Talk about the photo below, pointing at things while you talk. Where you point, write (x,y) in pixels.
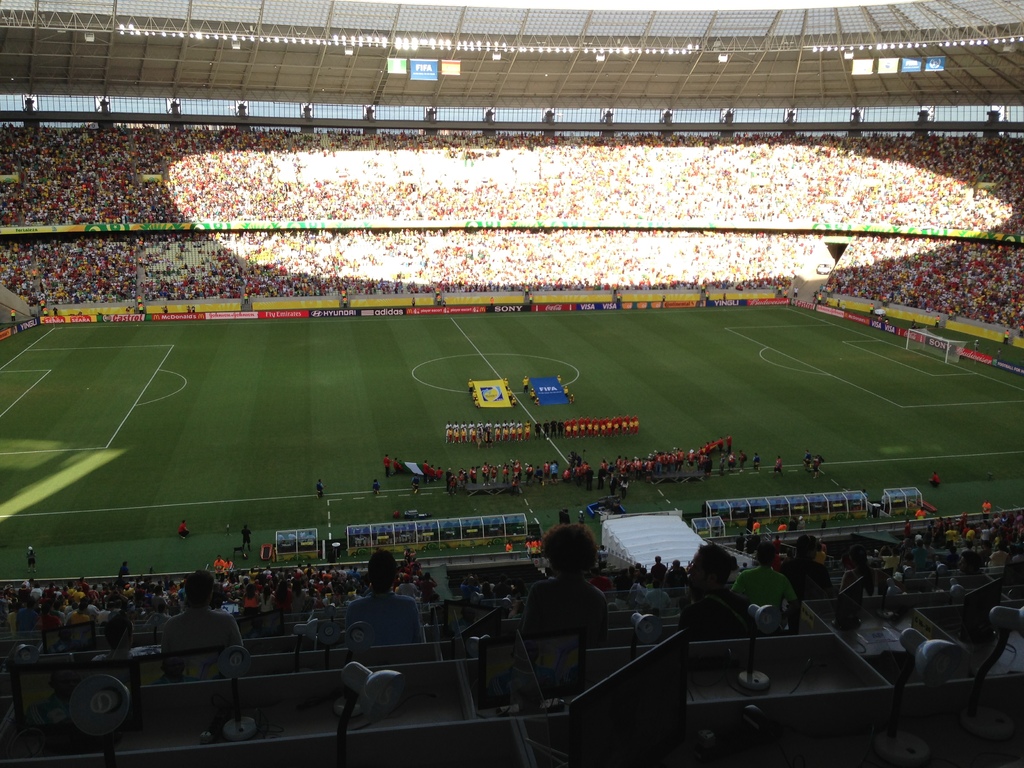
In this picture we can see a group of people (965,519) sitting on chairs (503,200), some people (592,420) are standing on the ground (722,477), flags (404,465), posters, lights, football net (923,338) and some objects (226,656).
